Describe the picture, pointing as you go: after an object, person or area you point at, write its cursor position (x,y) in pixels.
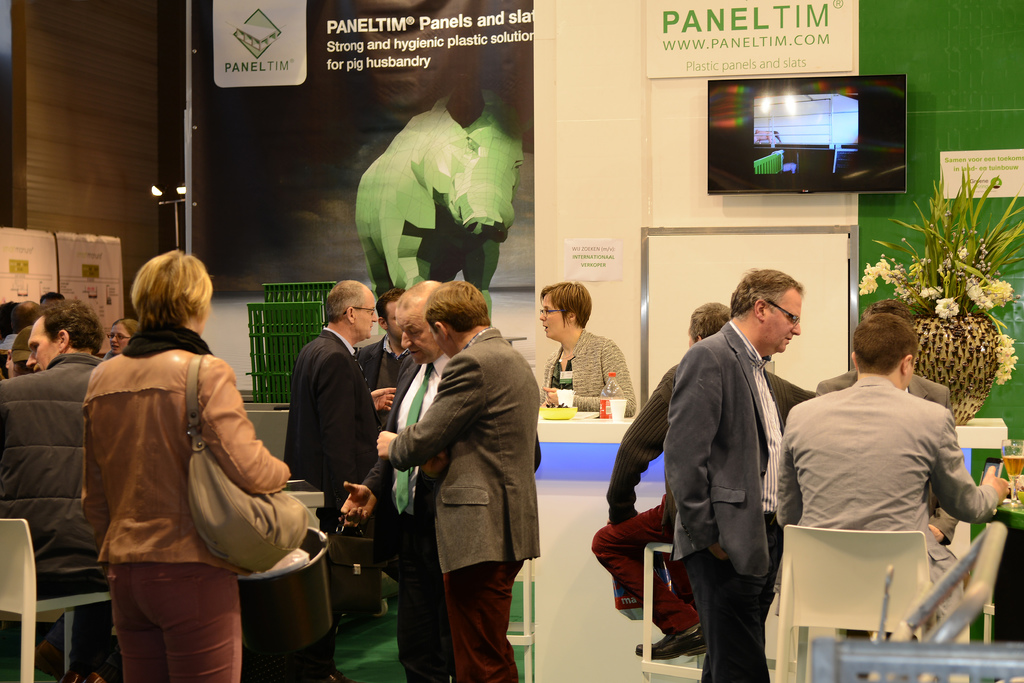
In this image I can see number of persons (430,428) are standing on the ground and few persons (895,504) are sitting on chairs (880,590) which are cream in color. In the background (588,166) I can see the cream colored wall (596,151), few posters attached to the wall (598,151), few bottles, a television screen (722,84) and a flower vase (991,363) with white colored flowers (1003,354) in it.
